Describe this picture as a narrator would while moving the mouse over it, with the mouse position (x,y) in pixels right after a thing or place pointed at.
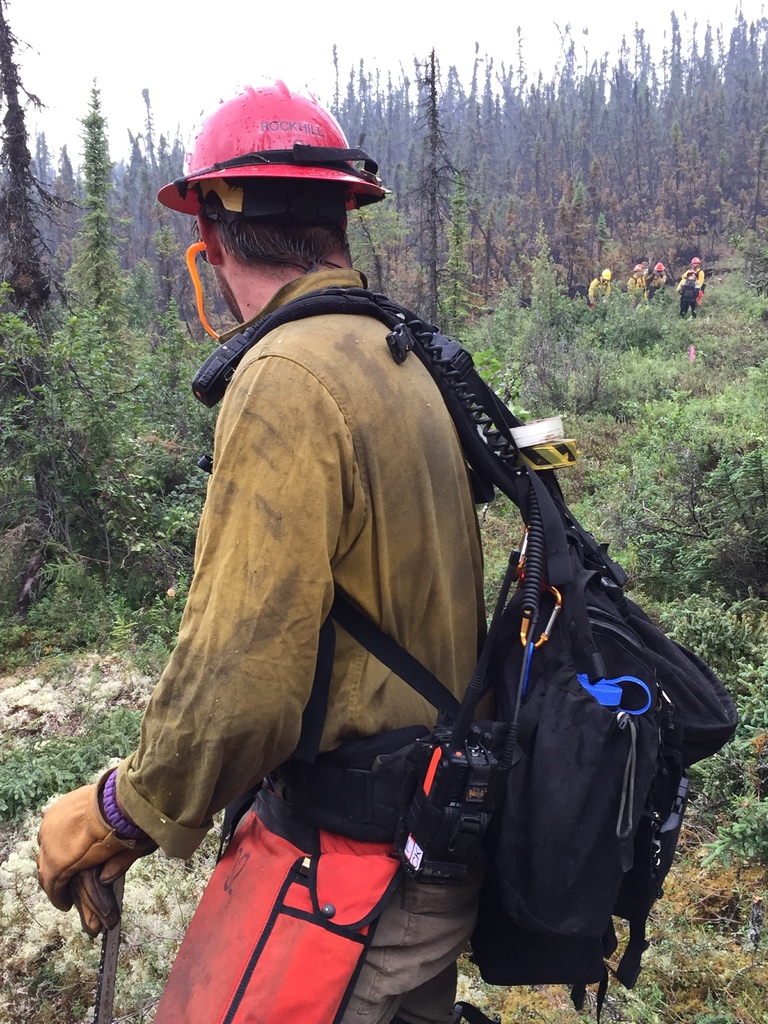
In this image a person (180,1018) is standing is wearing a red colour helmet (318,138) is carrying a bag (516,596), holding a stick (109,992) in his hand (114,874). There are four persons (682,309) at the right side of image (603,278). At the right side of the image (673,238) few trees (571,269) at the background (463,72) and sky (485,43). There are few plants (737,442) at the right side of the image (738,782).
